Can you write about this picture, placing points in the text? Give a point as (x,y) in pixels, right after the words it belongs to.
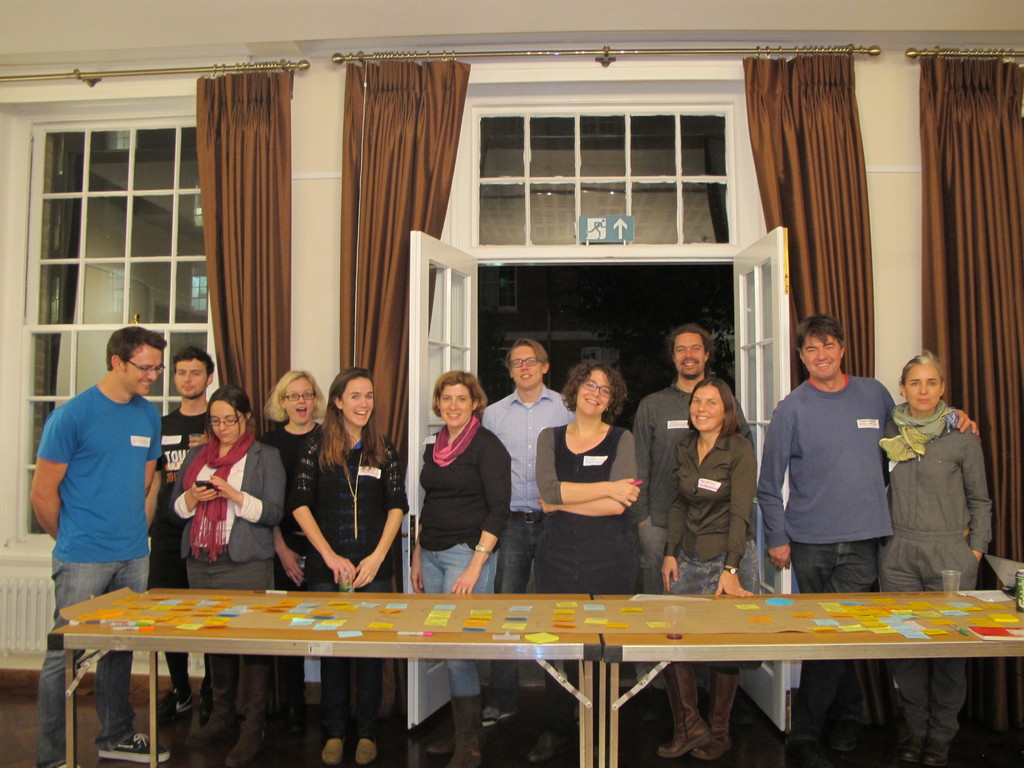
In this picture we can see many persons (115,419) standing near to the table (655,643). On the table (635,647) we can see papers (488,618), sheet (796,619), coke can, water glass (952,581) and other objects (336,605). Here we can see a woman (260,472) who is wearing spectacles (219,424), blazer (251,459), shirt (231,516), trouser (231,562) and shoe (234,691). She is holding a mobile phone (201,491). On the back (743,274) we can see exit sign (599,241) near to the door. On the left (49,122) we can see window (143,120) and window cloth (262,106).
